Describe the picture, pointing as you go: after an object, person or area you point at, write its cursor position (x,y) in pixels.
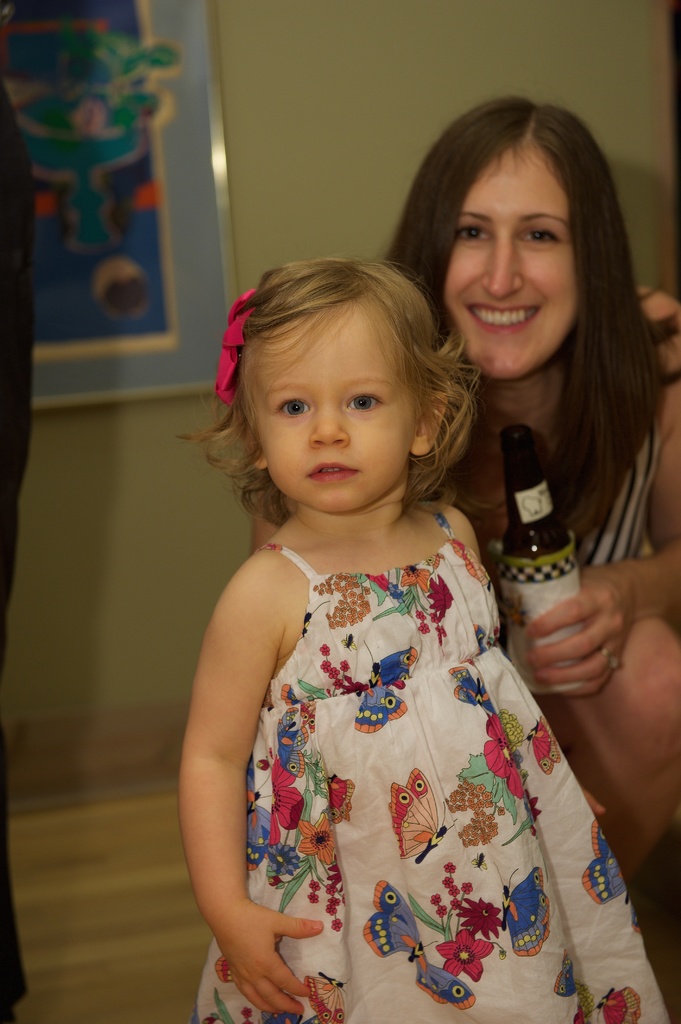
In this picture we can see woman (642,711) holding bottle (509,503) in her hand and smiling and in front of her girl (360,555) wore beautiful dress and in background (345,70) we can see wall (430,84) with frame (102,169).
